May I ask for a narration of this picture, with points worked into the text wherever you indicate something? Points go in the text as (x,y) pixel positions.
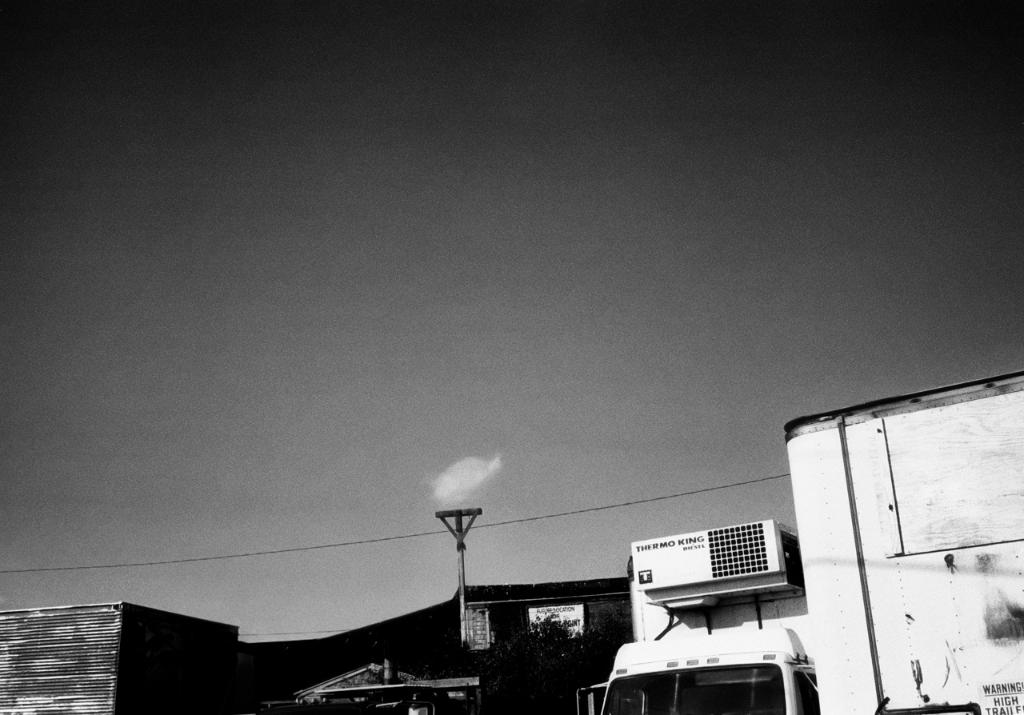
In this picture there is a truck (942,611) on the right side of the image (946,571) and there are warehouses (517,592) at the bottom side of the image (575,604) and there is a vehicle (722,621), poster (568,610), and a pole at the bottom side of the image (552,623), there is sky (555,186) at the top side of the image (558,168).
